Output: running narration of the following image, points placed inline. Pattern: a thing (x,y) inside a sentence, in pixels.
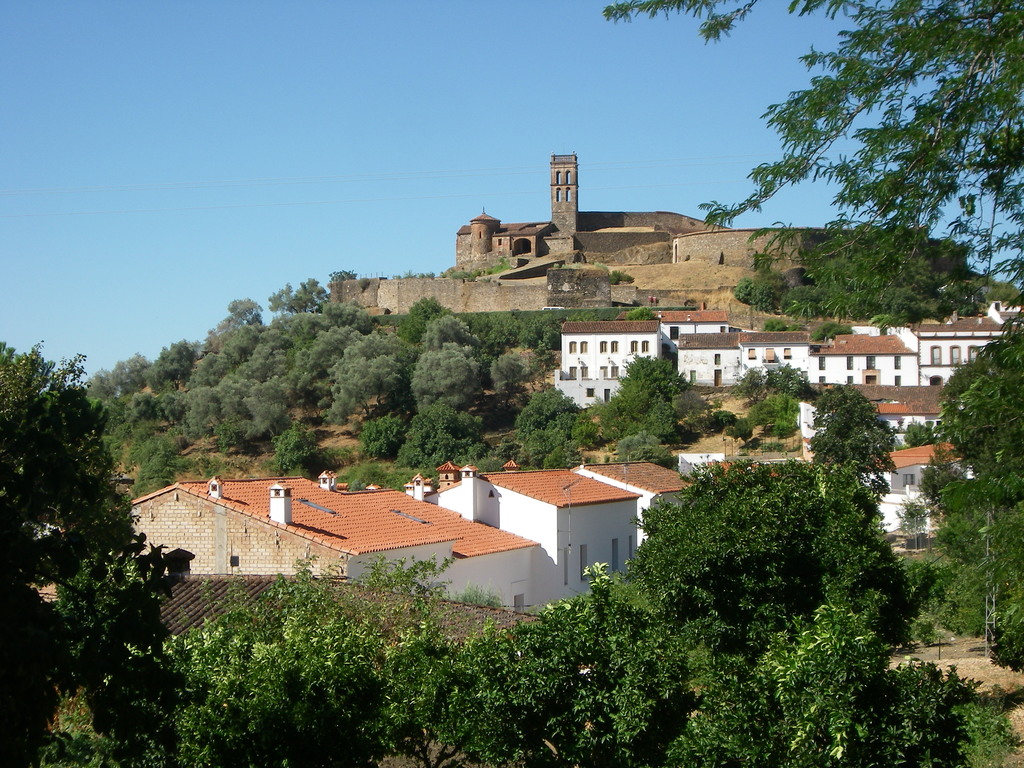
At the bottom of the picture (542,624), we see the trees (511,695). In the middle (394,410), we see the trees (460,433) and the buildings (573,522) in white color with the brown color roofs (320,538). In the background (430,292), we see the trees (533,314) and a castle (516,295) or a fort (668,238). At the top (382,164), we see the sky (480,167), which is blue in color.
